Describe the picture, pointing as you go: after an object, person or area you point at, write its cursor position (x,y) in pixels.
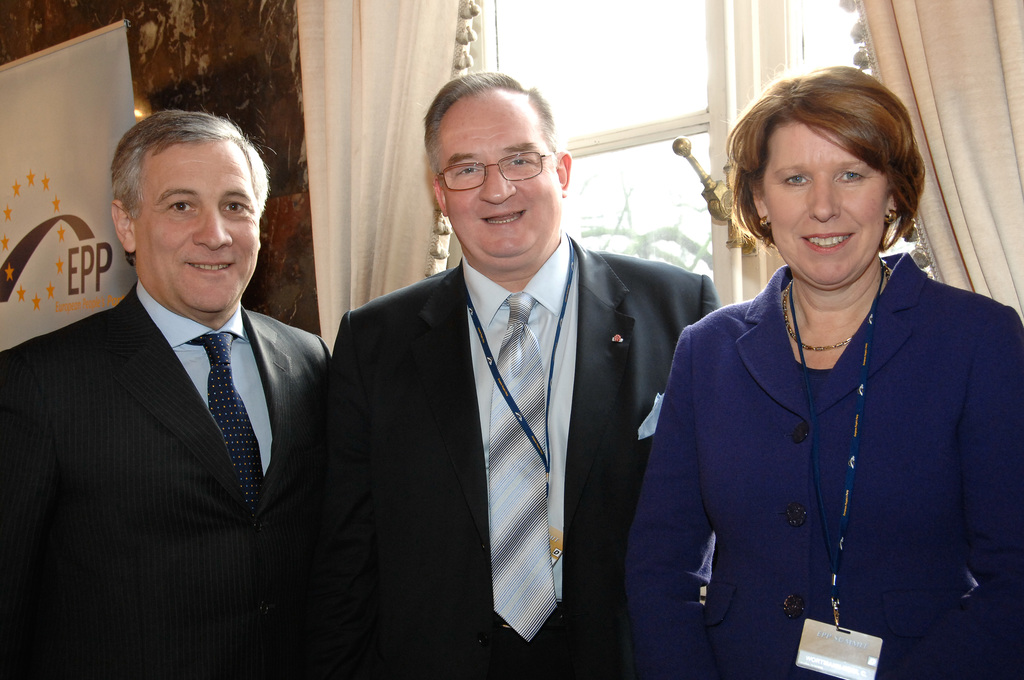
In this image there are three persons (514,336) standing and smiling, and in the background (364,202) there is a board (81,40), wall (85,5), curtains (372,24), window (660,169).
